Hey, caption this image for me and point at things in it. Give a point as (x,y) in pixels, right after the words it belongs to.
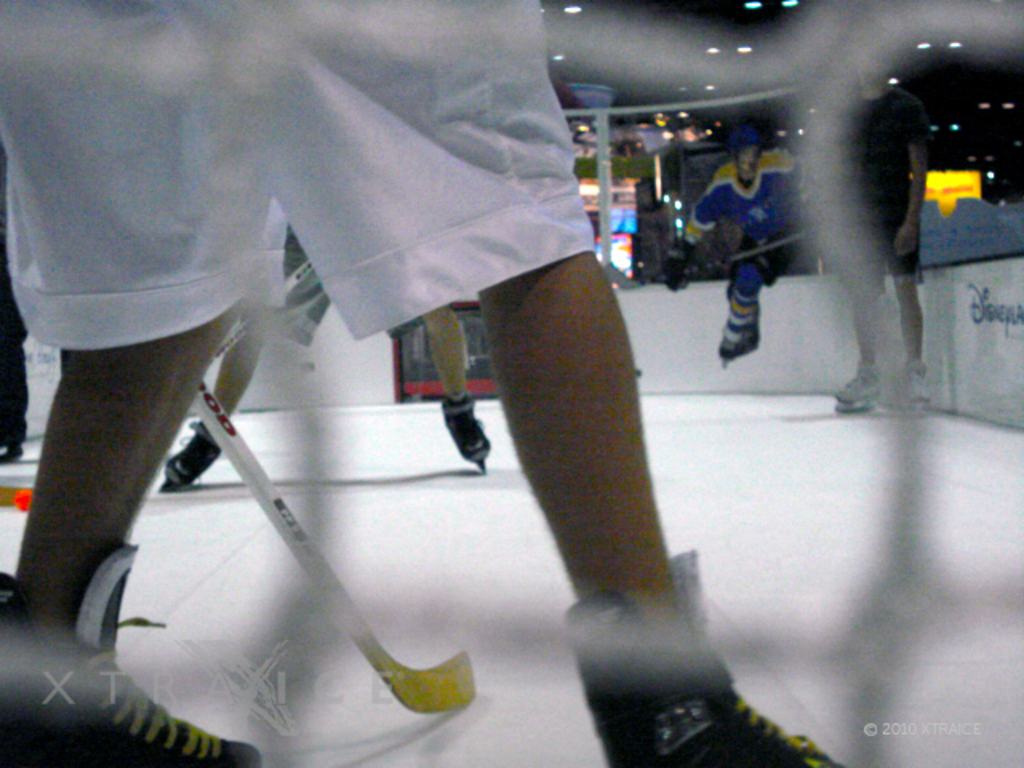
Here in this picture we can see a group of people (147,387) playing ice hockey on the ice floor (225,469) over there, as we can see skating shoes (199,447) and hockey sticks (361,637) present over there and on the roof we can see lights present over there.
